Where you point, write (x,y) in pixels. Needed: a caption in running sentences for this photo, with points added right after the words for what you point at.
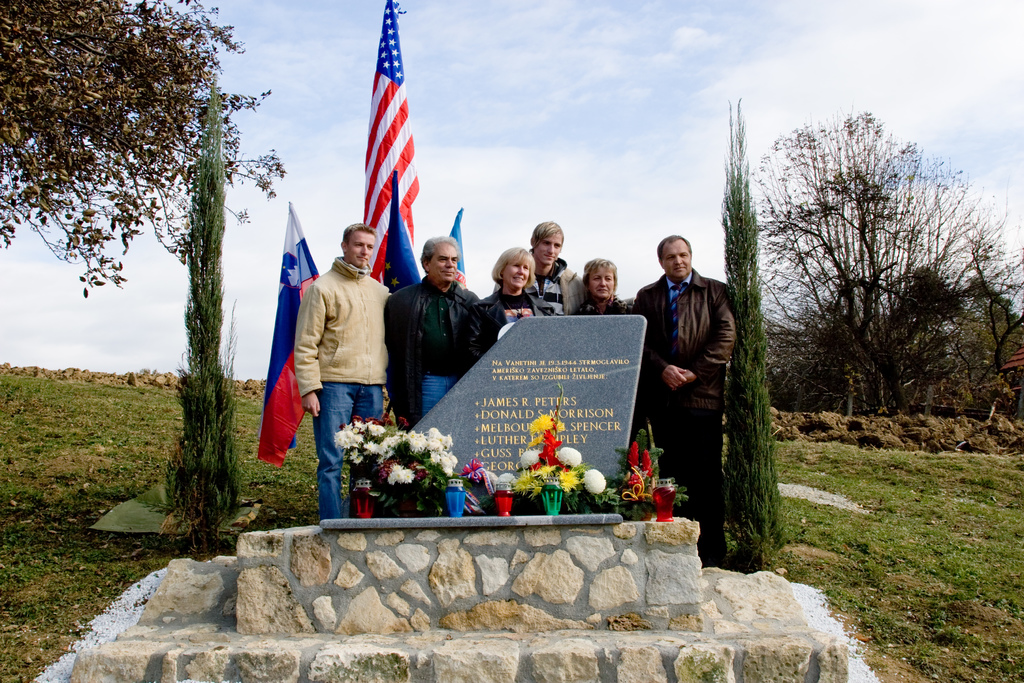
In this image I can see few people (465,345) are standing behind the memorial (522,444). I can see few trees (20,62), flags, colorful flowers (638,449) and the sky (287,109) is in blue and white color.
